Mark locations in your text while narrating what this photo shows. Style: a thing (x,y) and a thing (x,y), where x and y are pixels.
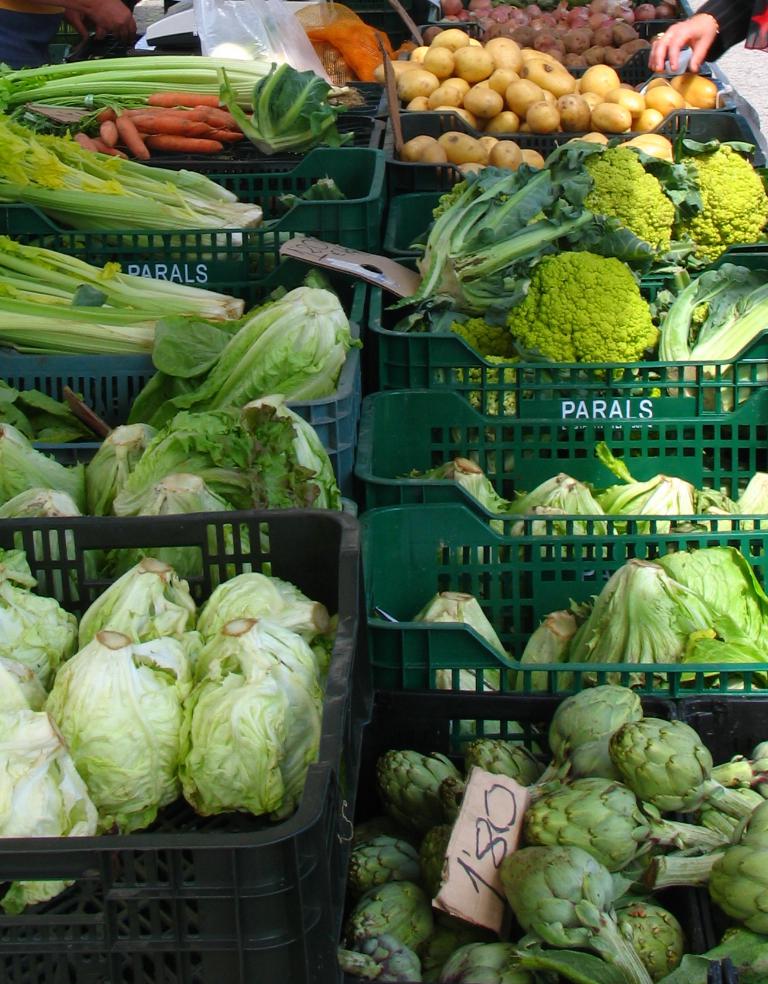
In this picture I can observe some vegetables (226,607) placed in the baskets (224,251). We can observe cabbage (199,632), broccoli (559,291) and carrots (159,135) in this picture.
